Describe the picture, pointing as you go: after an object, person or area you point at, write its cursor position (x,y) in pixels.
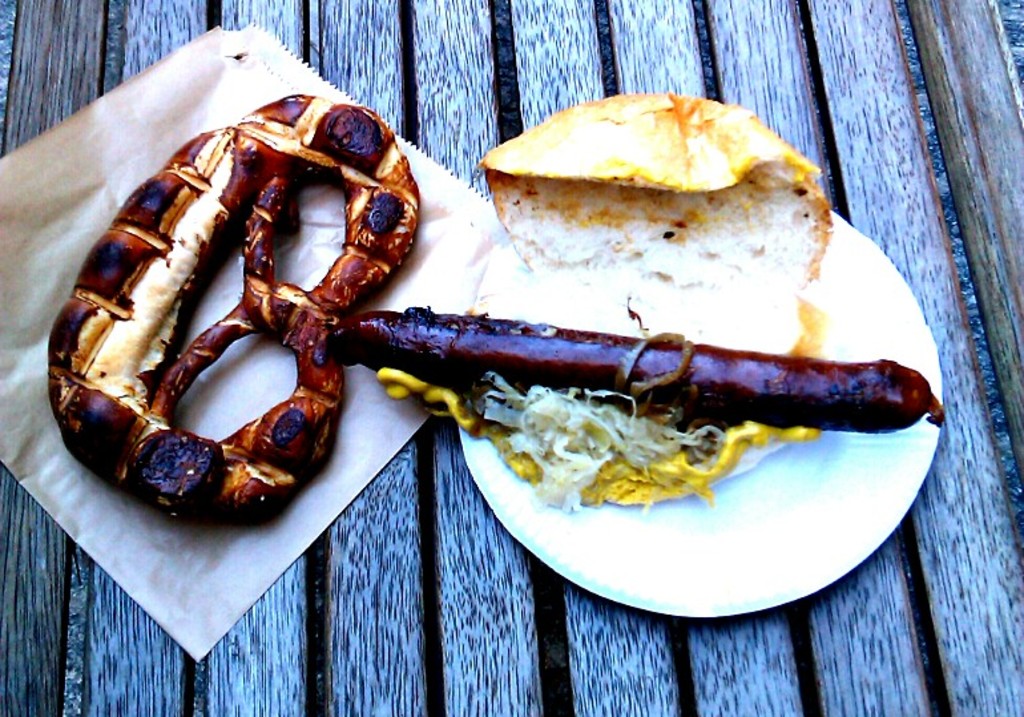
In this picture we can see a plate (648,606), paper (410,153) and food items (138,329) and these all are placed on a wooden platform (878,129).
